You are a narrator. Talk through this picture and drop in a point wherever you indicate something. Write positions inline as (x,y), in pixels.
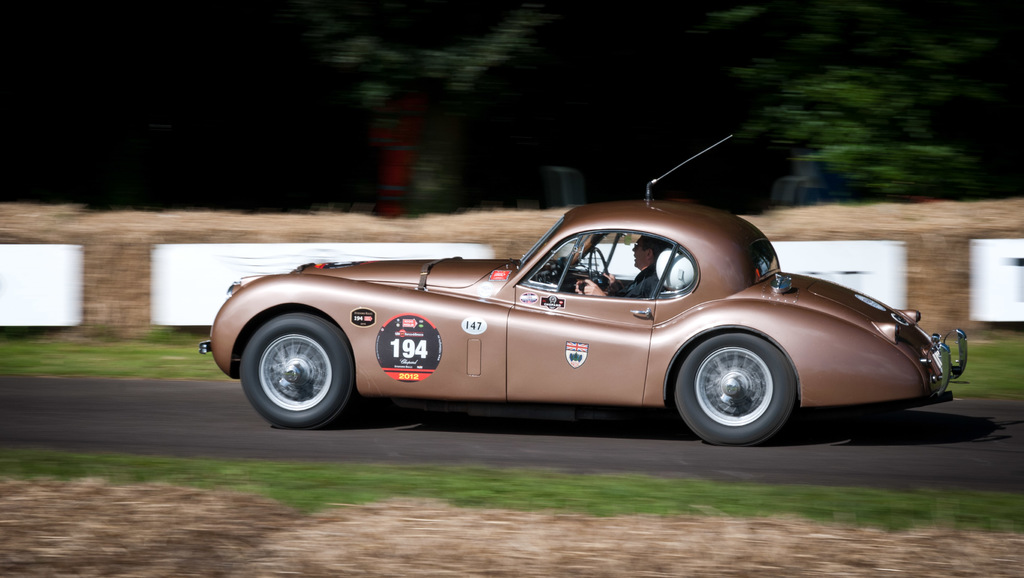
In this image there is a person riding car (783,402) on the road (217,427), beside that there is a grass (1016,510) and trees (1008,50).
